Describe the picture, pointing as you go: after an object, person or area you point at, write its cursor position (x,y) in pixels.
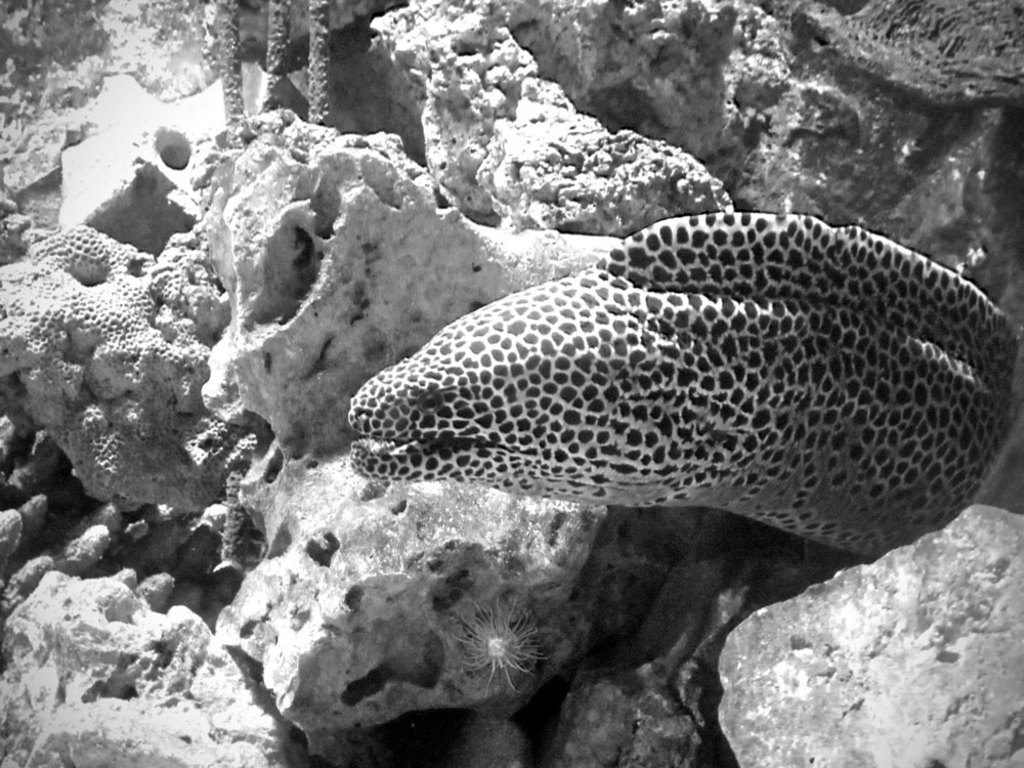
In this black and white picture there is an aquatic animal (807,407). In the background (387,175) there are marine plants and coral reefs (444,51).
